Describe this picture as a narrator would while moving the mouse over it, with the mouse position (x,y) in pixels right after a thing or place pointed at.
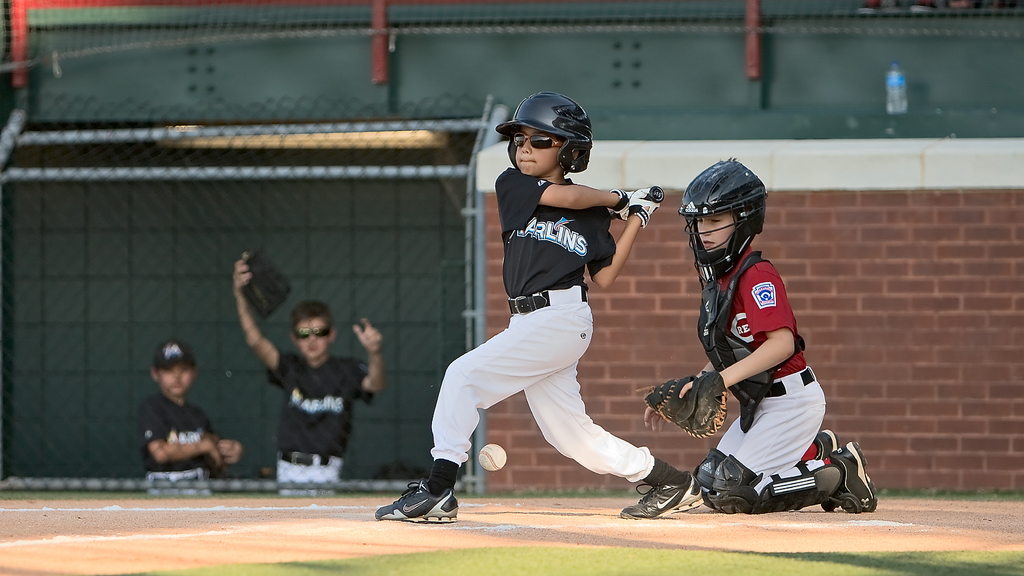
In this picture there is a boy (618,214) who is wearing goggle (526,147), helmet (572,148), t-shirt (514,237), gloves (619,212), trouser (569,335) and shoe (686,487). He is holding a baseball bat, beside him there is a baseball (478,457). Behind him we can see the catcher (797,344) who is wearing helmet (723,194), jacket (725,293), t-shirt (764,323), gloves (722,398), trouser (730,438), and shoe (864,463). At the bottom (534,563) we can see the green grass (610,575). In the background (293,434) there are two boys (169,401) were standing near to the fencing (273,434). On the right (931,316) there is a brick wall (974,339). At the top (318,22) we can see the net (448,16). On the top right corner (906,104) there is a water bottle (891,105).
